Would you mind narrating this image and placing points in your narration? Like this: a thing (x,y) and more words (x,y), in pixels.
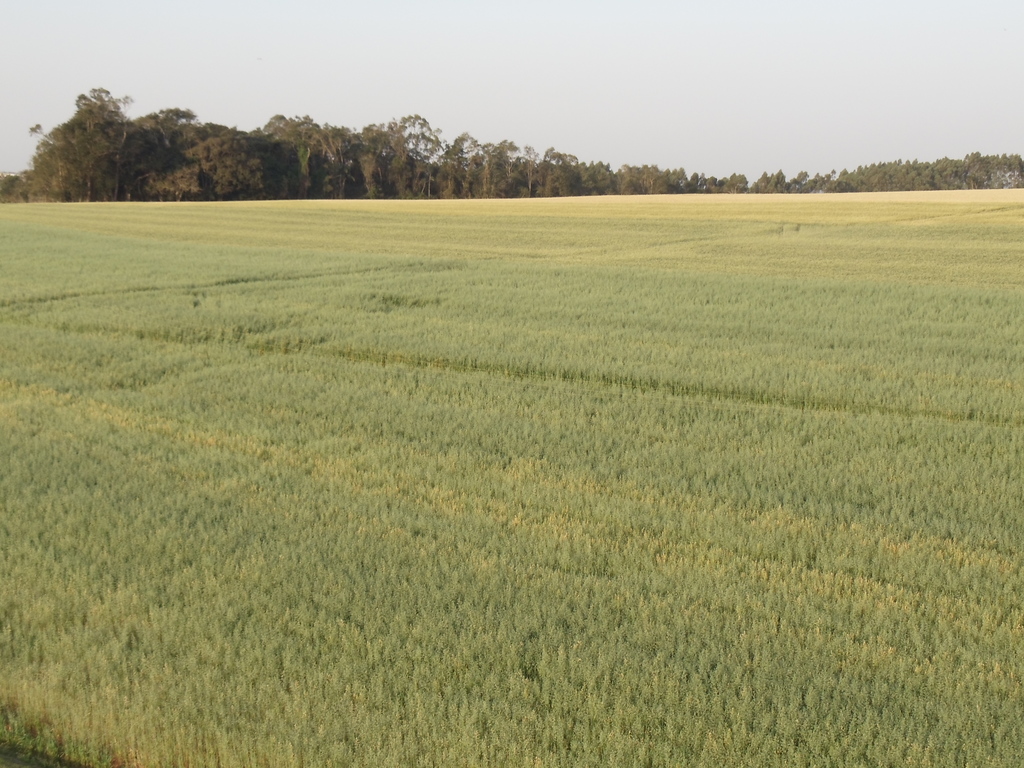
In this image we can see the acres (622,203) of the farm (325,436). In the background (525,179) there are trees (236,166). At the bottom (324,532) there is grass (492,684).
